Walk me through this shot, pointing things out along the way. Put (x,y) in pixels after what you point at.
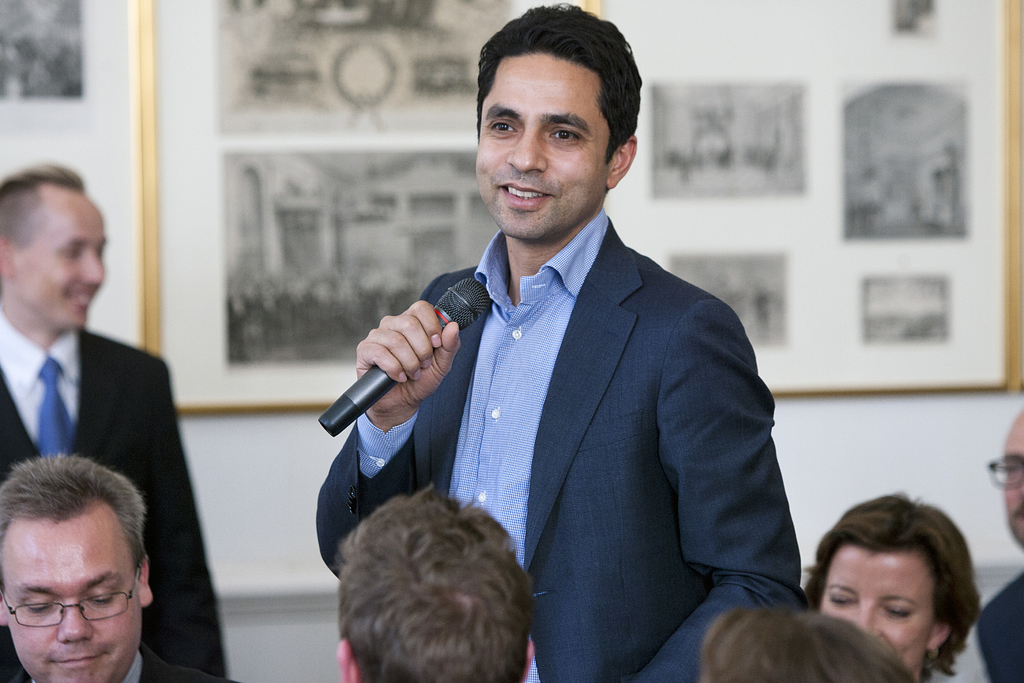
In the middle of the image (460,373) a man (572,55) is standing and holding a microphone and smiling. Behind him there is a wall (932,32), On the wall (219,15) there is a frame (896,39). Bottom of the image (103,658) few people (53,627) are sitting. Bottom left side of the image (141,479) a man (57,172) is standing and smiling.
